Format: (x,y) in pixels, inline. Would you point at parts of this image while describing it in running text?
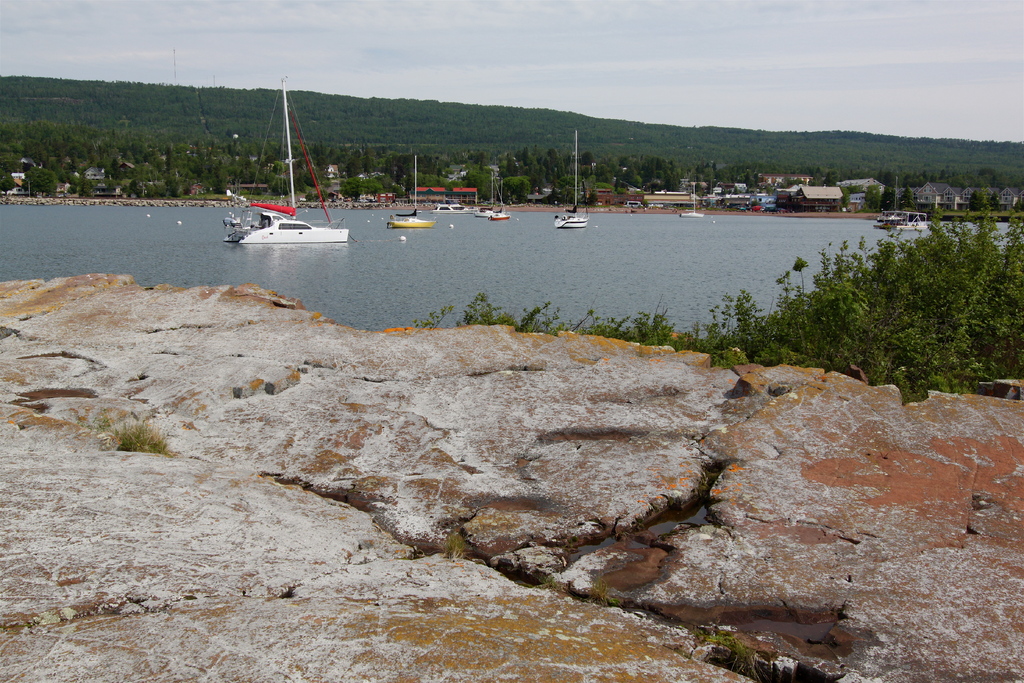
In this picture we can see few boats (320,235) on the water (322,218), in the background (692,175) we can find few trees (416,151), buildings (662,194) and hills (450,124).
